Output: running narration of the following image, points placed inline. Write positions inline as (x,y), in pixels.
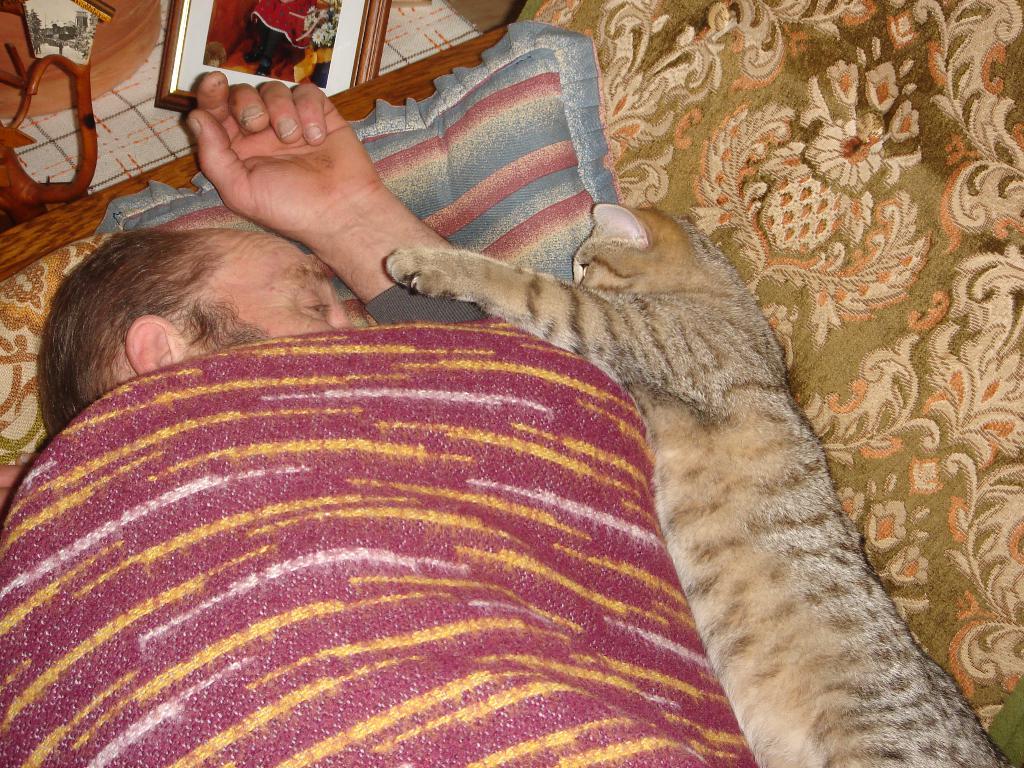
Here we can see a person (177,340) sleeping on a bed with a pillow (336,289) under him having a blanket (97,487) on him and beside him we can see a cat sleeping and there is a photo frame (329,77) present near him.
